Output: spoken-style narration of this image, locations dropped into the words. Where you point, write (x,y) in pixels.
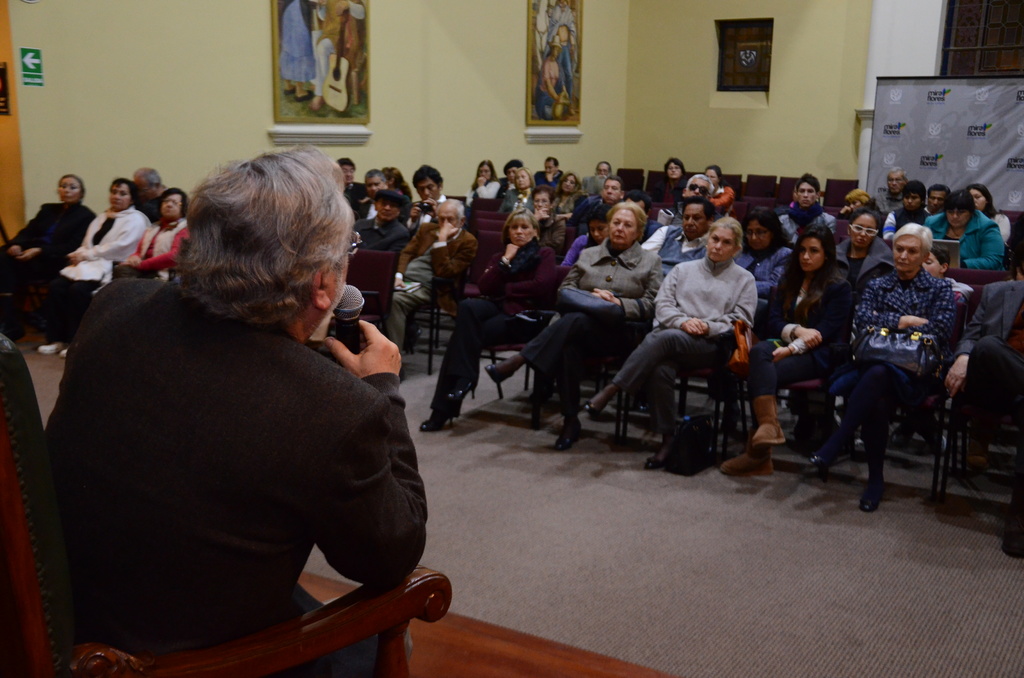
In the image we can see there is a man (280,402) sitting on the chair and he is holding a mic (353,344) in his hand (342,358). In front of him there are other people (643,244) sitting on the chairs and there are photo frames (543,15) on the wall (590,158).
